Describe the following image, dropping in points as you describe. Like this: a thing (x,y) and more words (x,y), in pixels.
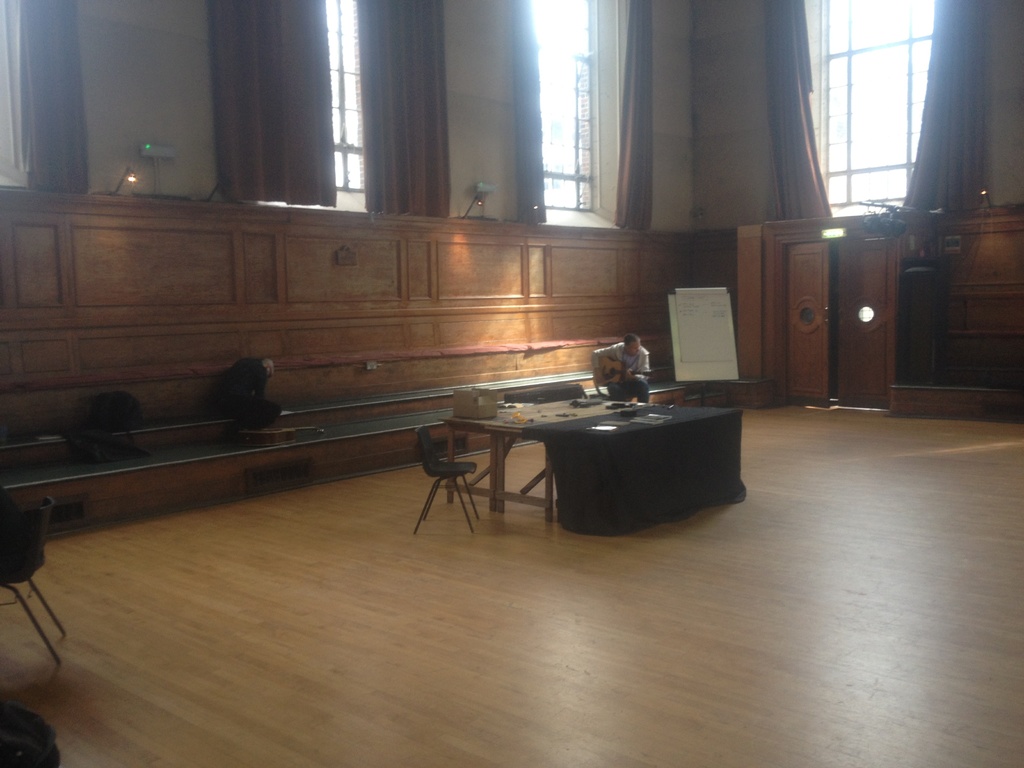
This is an inside view. In the middle of the image (592,427) there is a table (497,468) placed on the floor (671,585). On the table (601,443), I can see a black color cloth (613,440), a box (472,404) and some other objects (577,399). Beside there is a chair (436,470). In the background (626,367) there is a person (635,369) sitting and playing a guitar (609,376). On the left side (112,418) there are few objects (106,430) placed on a wooden surface (254,471). On the right side (862,298) there are two doors (847,316) to the wall (935,301). At the top (263,134), I can see the curtains (425,80) to the windows (839,71). In the bottom left (20,725) there is a chair (30,546) and other objects (8,706) are placed on the floor (104,718).
